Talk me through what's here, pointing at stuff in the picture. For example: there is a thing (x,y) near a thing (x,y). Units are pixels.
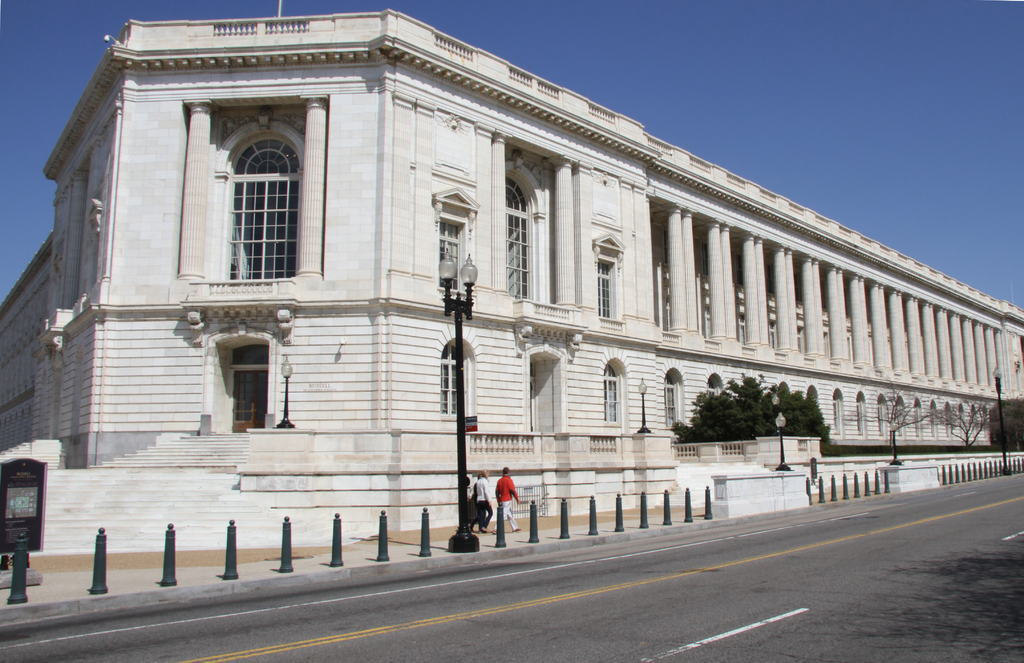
In this image I can see the road (789,596), few black colored poles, a street light (466,279) and few persons (514,493) walking on the sidewalk (516,518). I can see few trees (809,424), few light poles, a building (511,318) which is white in color and few windows (278,205) of the building (561,252). In the background (879,131) I can see the sky (763,81).
